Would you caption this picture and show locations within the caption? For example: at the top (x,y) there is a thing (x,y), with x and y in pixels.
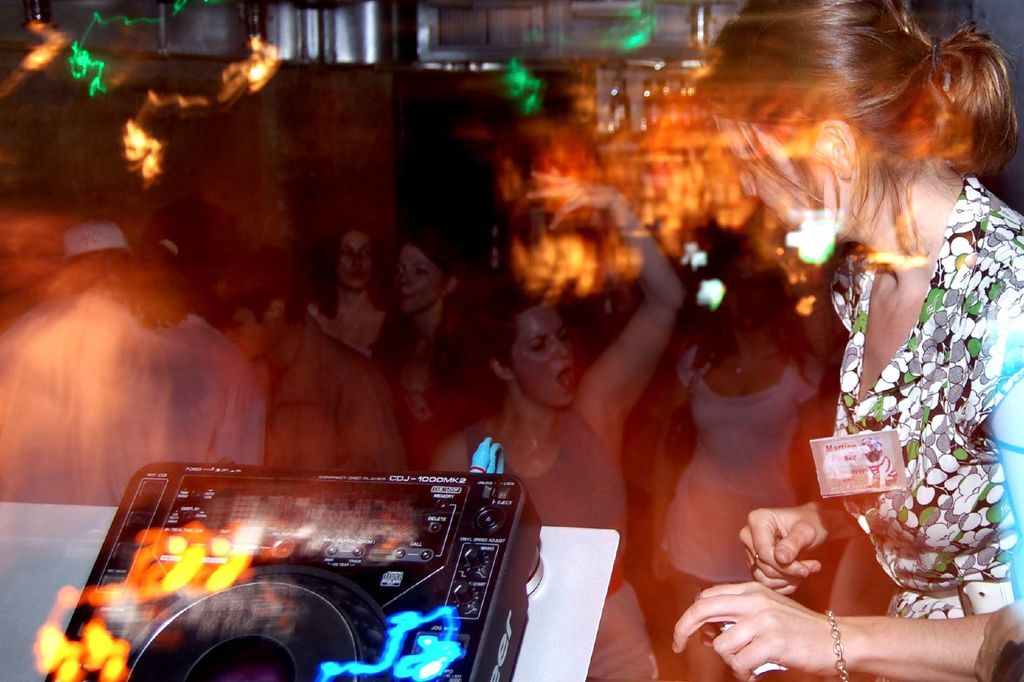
In the foreground of this image (303,649), there is a DJ equipment (380,658) and a woman (898,325) standing on the right side (867,396). In the background (621,398), there are persons (248,399) dancing and we can also see shades of the light (190,578) on the image.
